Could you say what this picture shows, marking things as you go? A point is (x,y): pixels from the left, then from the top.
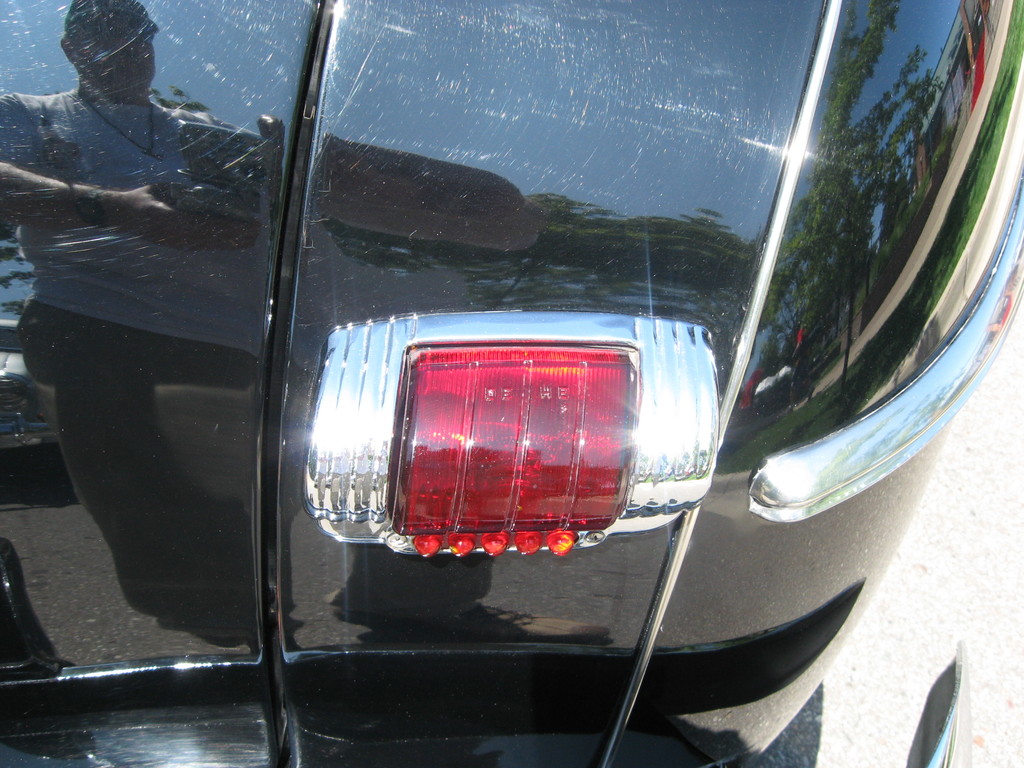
In this picture we can see a vehicle (817,556) on the road (952,542) and a reflection (113,38) of a man (251,281) and trees (517,289) on this vehicle (334,411).
